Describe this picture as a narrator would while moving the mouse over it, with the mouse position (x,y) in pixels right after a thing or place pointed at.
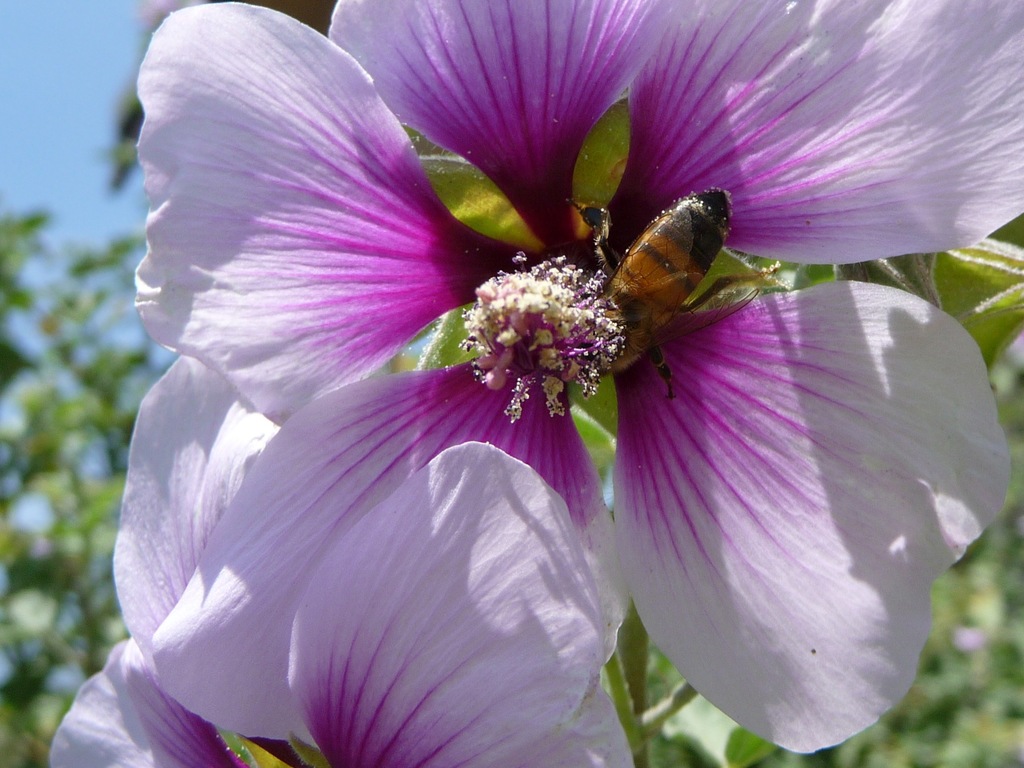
This image is taken outdoors. At the top left of the image (57,101) there is the sky (57,145). In the background (47,548) there are a few trees (73,362) and plants (66,587) with green leaves (802,757) and stems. In the middle of the image (452,498) there are two beautiful flowers (463,607) which are purple in color and there is a honey bee (622,319) on the flower (534,359).
